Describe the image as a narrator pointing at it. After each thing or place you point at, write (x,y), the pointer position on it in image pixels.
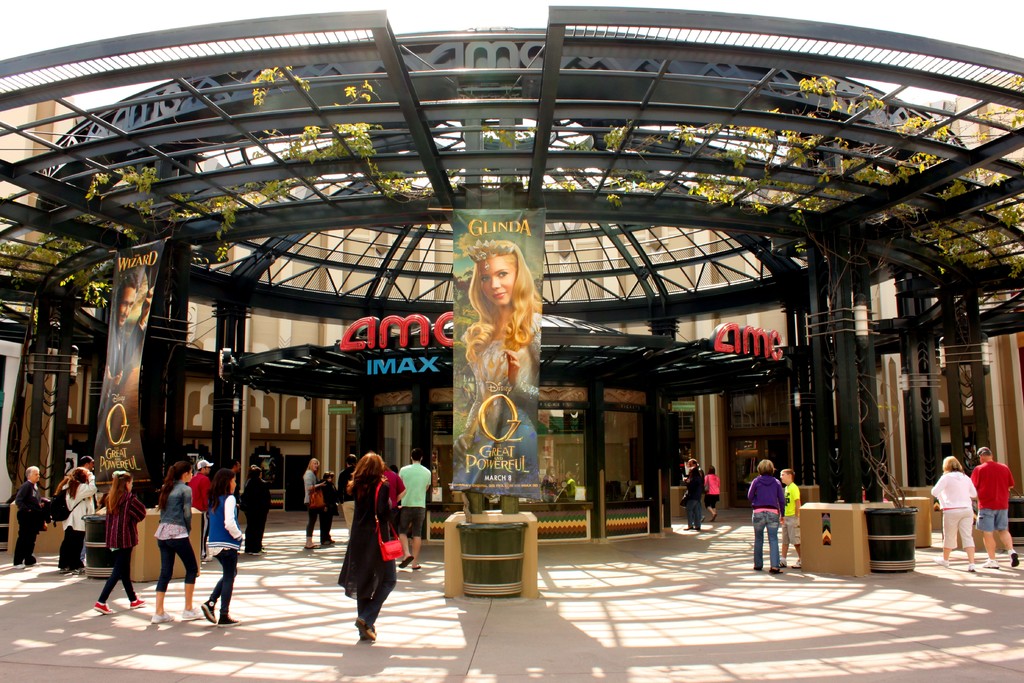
In this image there are banners (529,338). There are dustbins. There are people (366,510) walking. In the background of the image (412,372) there are letters (732,333) on the metal rod (667,381). There are buildings (566,330), plants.
